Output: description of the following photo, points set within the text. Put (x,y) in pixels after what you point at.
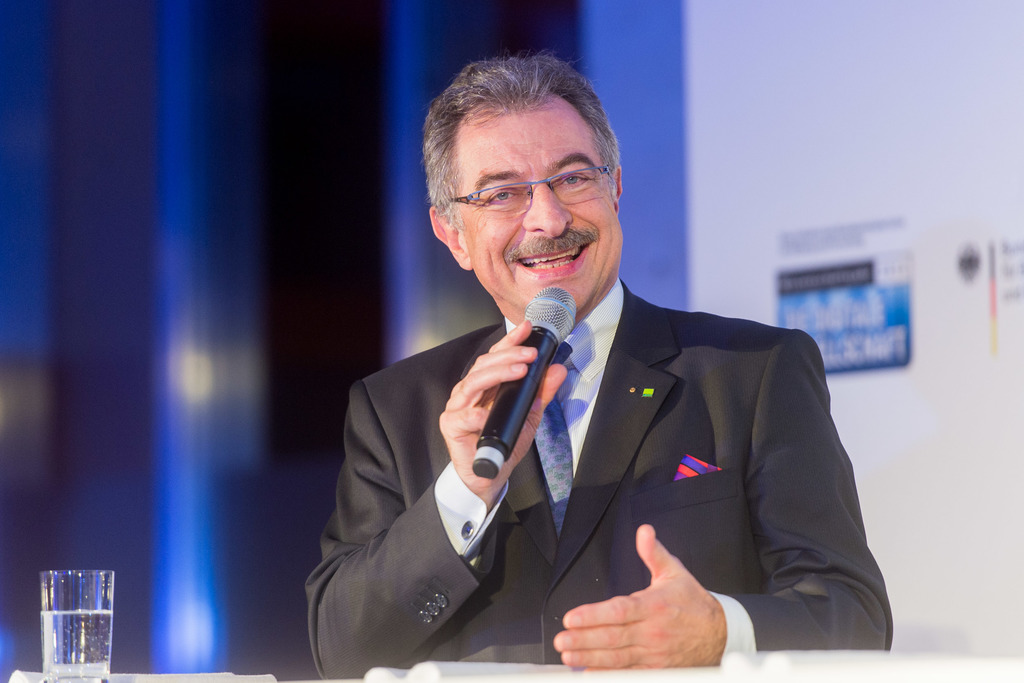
This is the picture of person (706,477) who is wearing black color jacket (668,444) and have spectacles (594,184) is holding a mic (549,315) in his right hand (500,473) sitting in front of the desk (185,672) on which there is a glass (93,609).
